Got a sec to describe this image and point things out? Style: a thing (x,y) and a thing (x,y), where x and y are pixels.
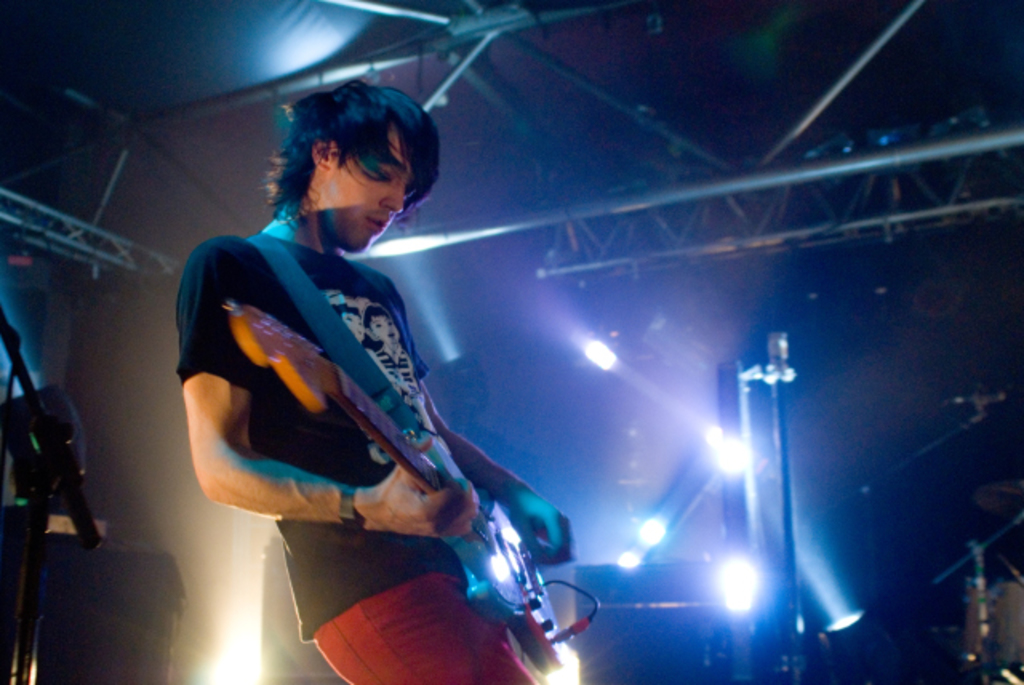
This man (429,541) is playing guitar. On top there are focusing lights (623,566).
